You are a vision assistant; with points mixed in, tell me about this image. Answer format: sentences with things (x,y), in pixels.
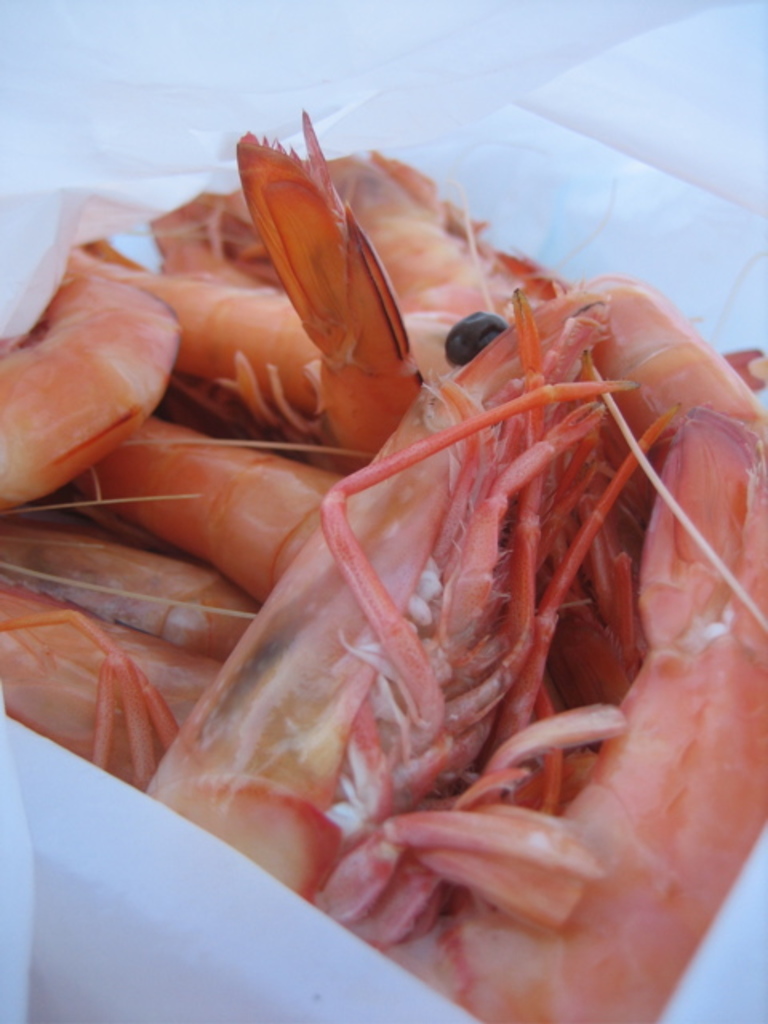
In this image we can see prawns (22,389) kept in the white color cover (604,62).
